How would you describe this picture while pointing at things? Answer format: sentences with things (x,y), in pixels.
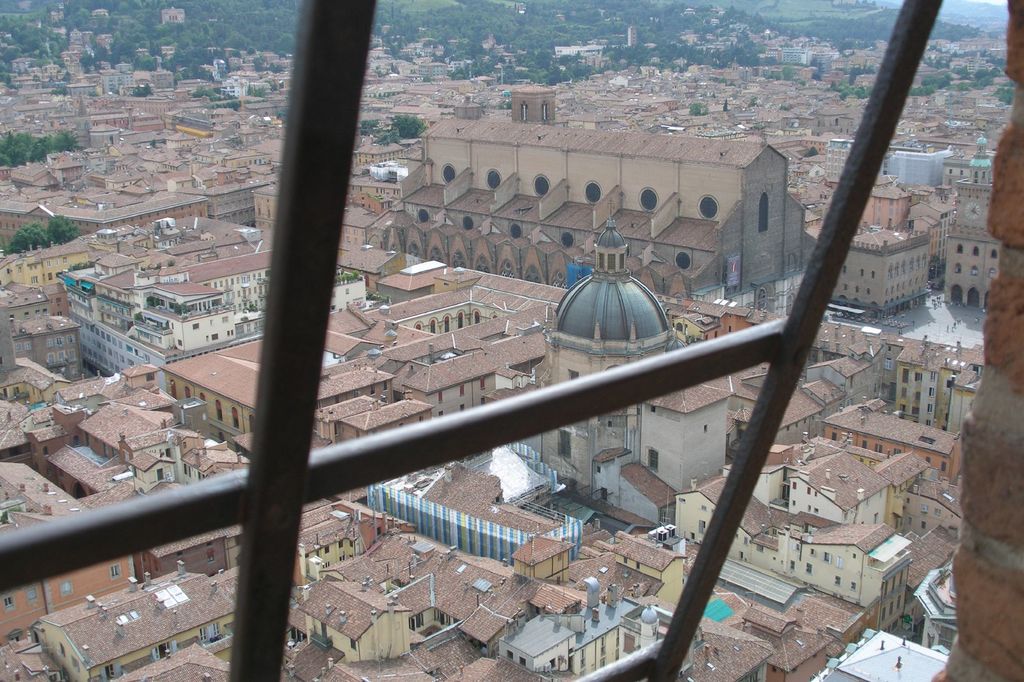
On the right side of this image (990,471) there is a wall (999,507). On the left side (246,496) I can see a metal object (278,453). In the background (582,367) there are many buildings (200,290). At the top of the image (541,18) there are many trees (135,12).
